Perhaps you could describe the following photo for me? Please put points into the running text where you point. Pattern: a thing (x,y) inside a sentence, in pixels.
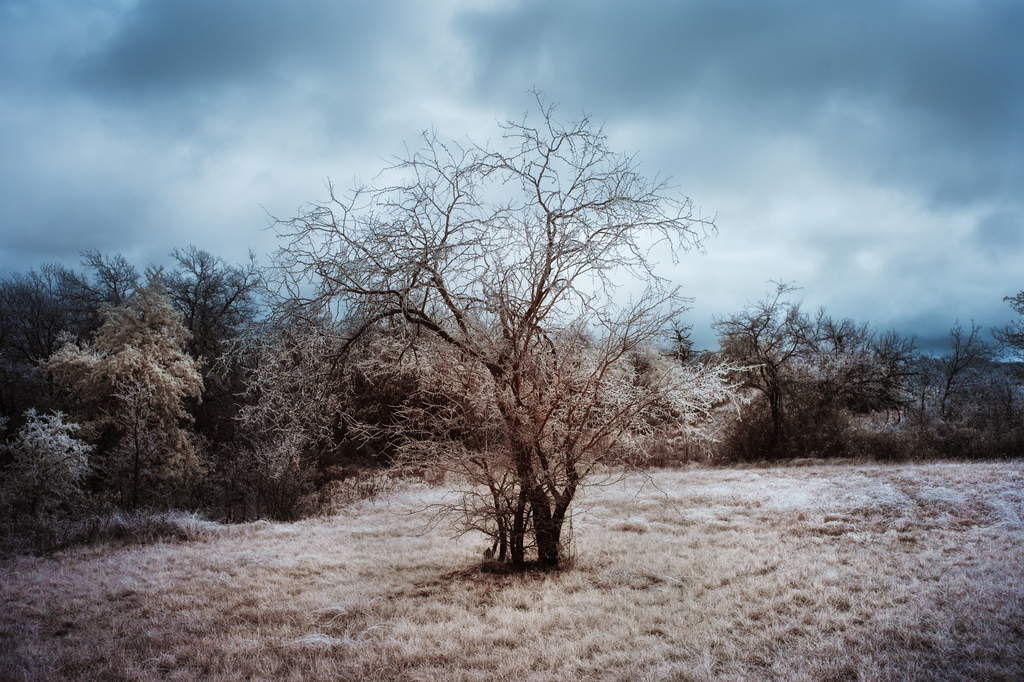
In the image I can see some dry trees (481,445) and some dry grass (660,609) on the ground (267,589).
